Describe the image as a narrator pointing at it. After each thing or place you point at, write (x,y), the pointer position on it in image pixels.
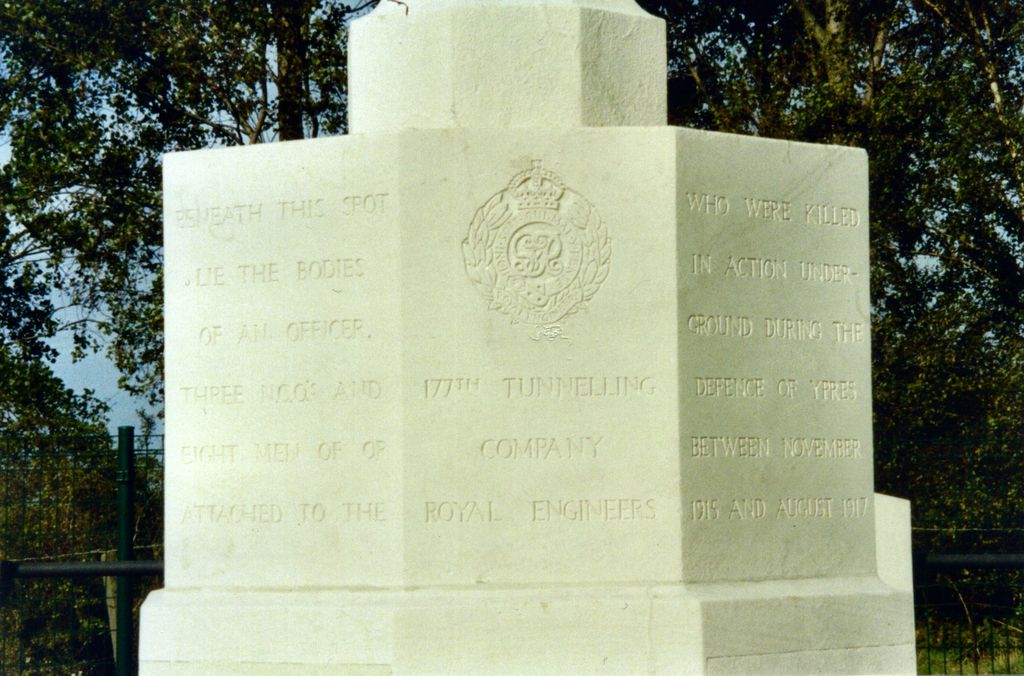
In this image, we can see a memorial stone (755,376). There is a fencing (118,568) in the bottom left (137,535) and in the bottom right of the image (942,621). In the background of the image (775,102), there are some trees (184,88).
